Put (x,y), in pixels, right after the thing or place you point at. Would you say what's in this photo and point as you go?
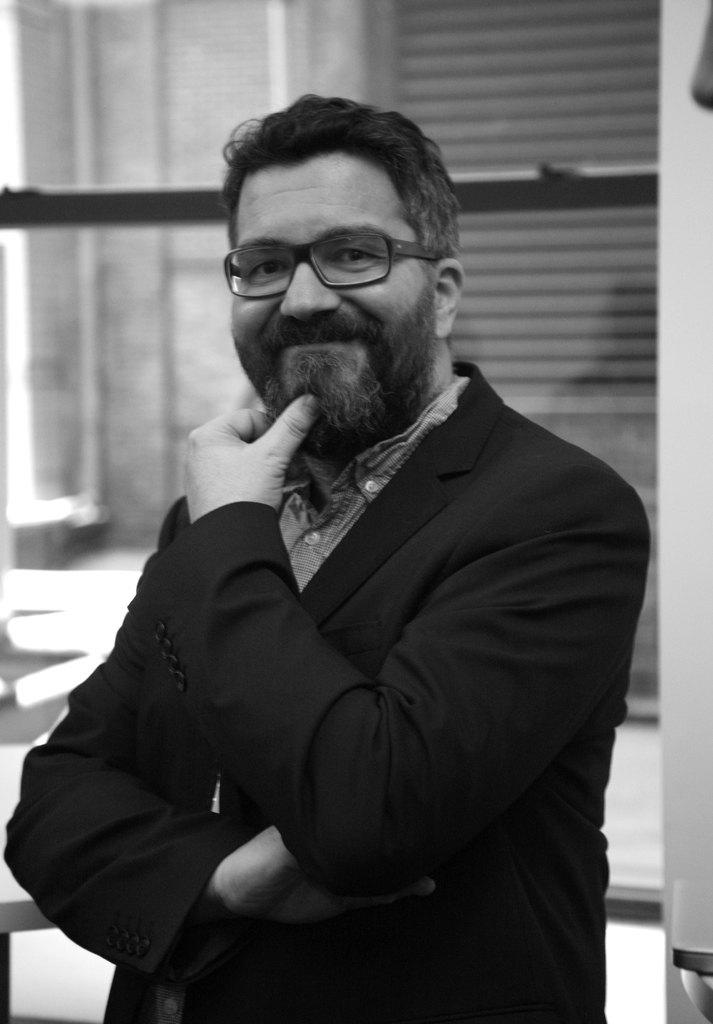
This is a black and white image. I can see the man (321,639) standing and smiling. He wore a shirt (331,518), suit (390,493) and spectacle (394,244). In the background (632,265), I think this is a window (511,129) with a glass door (106,424).
